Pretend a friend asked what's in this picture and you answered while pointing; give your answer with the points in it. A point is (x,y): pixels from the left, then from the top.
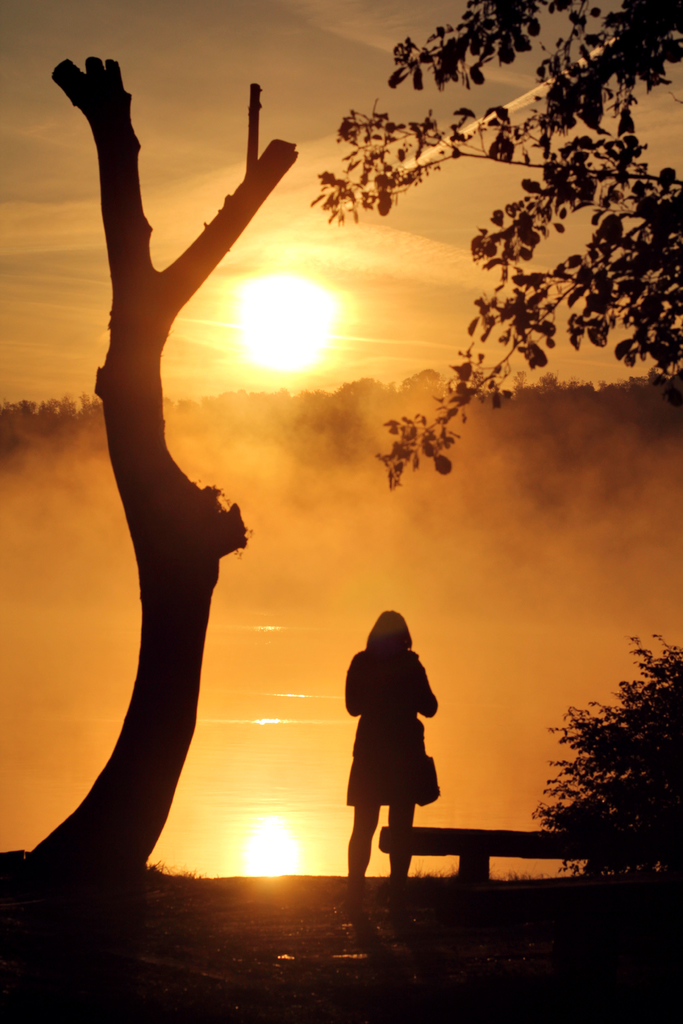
In the middle (365,668) a woman (363,681) is standing, on the right side (532,248), there are trees (536,313). In the middle (284,351) it is the sun (282,343). At the bottom (183,814) there is water (234,842).
